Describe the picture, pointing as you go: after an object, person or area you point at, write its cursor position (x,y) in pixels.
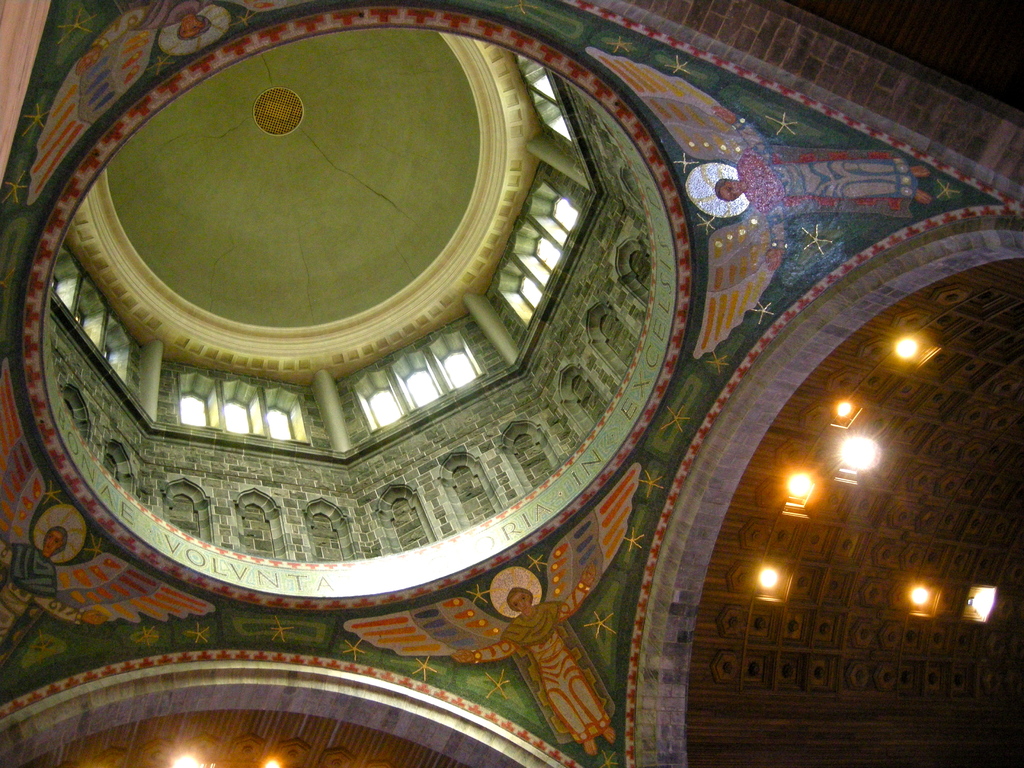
In the picture we can see a historical building (643,510) inside view of the ceiling (820,564) to it, we can see some paintings (527,588), arts (53,438), some designs (386,535) on it and besides we can see some lights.
